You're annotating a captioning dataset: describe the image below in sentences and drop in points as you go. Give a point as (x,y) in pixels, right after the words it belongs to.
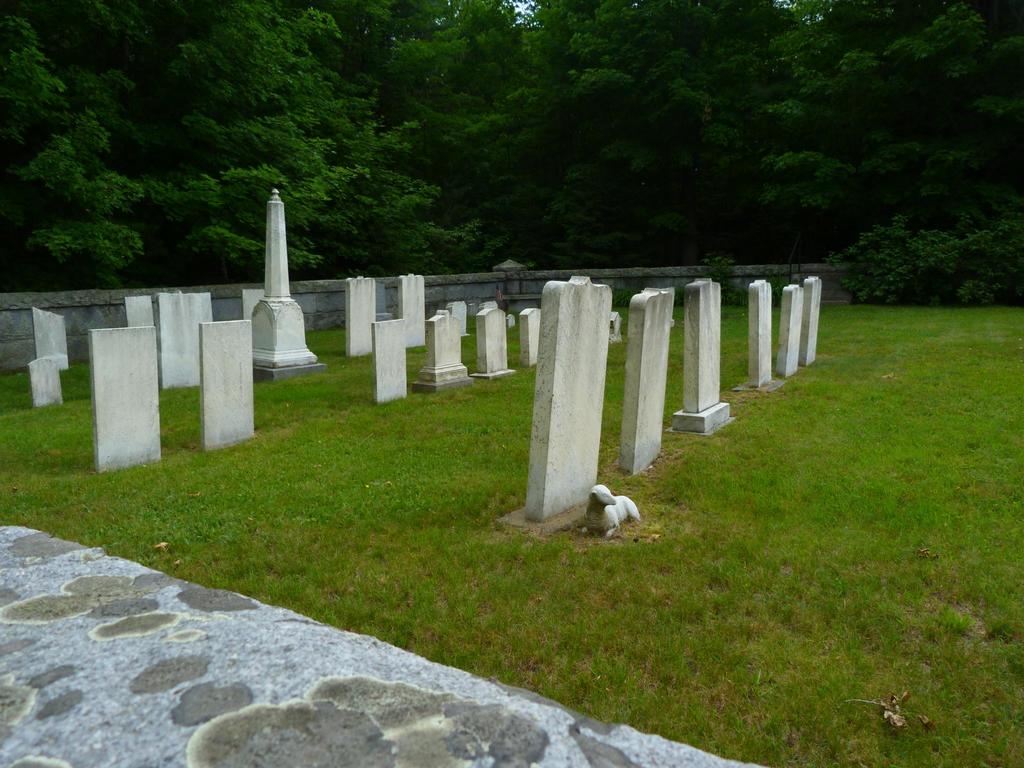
In this image there are few cemetery (274,315) on the grassland (824,583) having an animal (616,522) sitting on it. Few trees (593,235) are behind the wall (6,330). Bottom of image (198,681) there is a stone slab (180,687).
